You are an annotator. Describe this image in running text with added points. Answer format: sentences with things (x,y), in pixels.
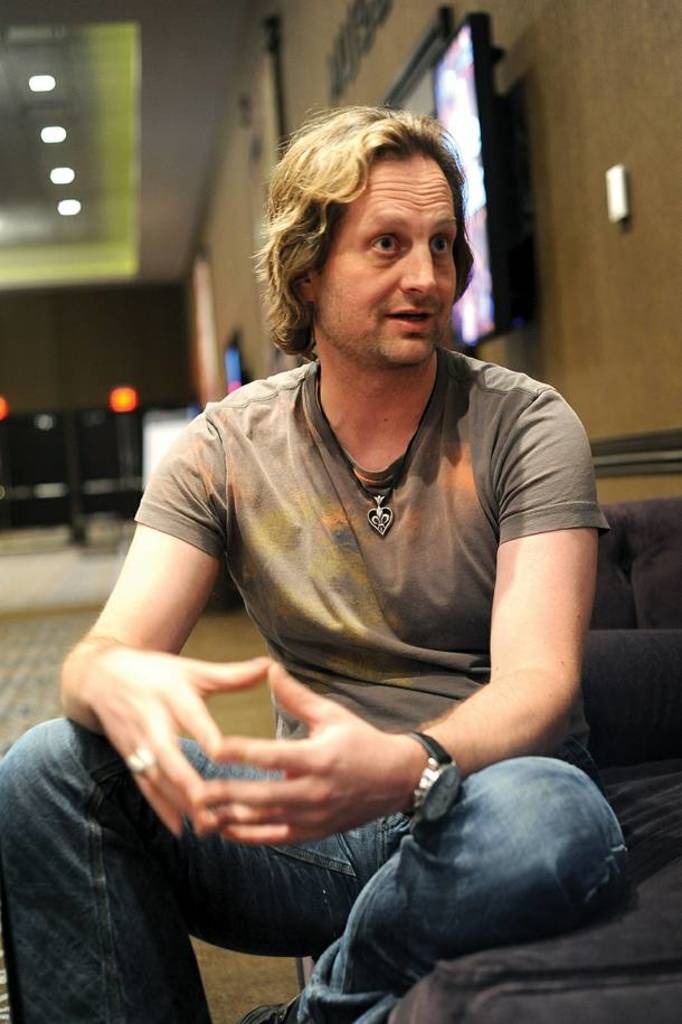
In this picture we can see a man (422,312) sitting and in the background (109,535) we can see lights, floor (98,537), wall (386,22), screens (463,65).
